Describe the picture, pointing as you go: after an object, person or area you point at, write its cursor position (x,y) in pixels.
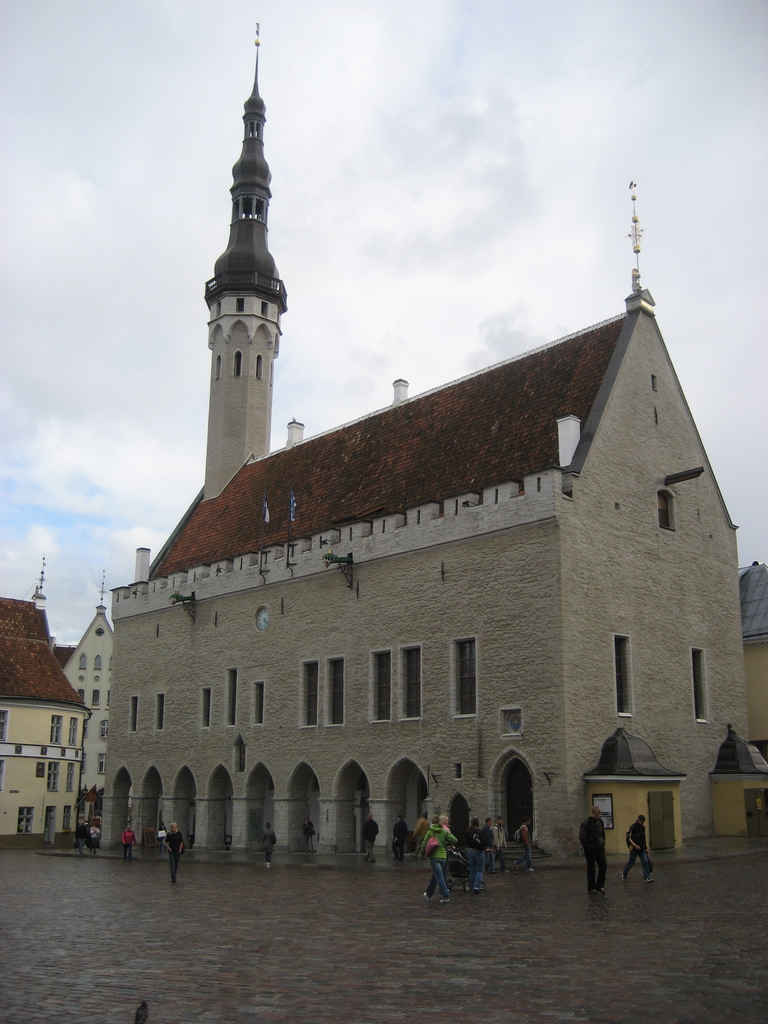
In the picture we can see a historical building (571,751) with some tower construction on it and just beside the building (686,685) also we can see some buildings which are white and cream in color and in the background (384,207), we can see a sky (341,225) and near to the building (360,420) we can see some people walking near the entrance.
